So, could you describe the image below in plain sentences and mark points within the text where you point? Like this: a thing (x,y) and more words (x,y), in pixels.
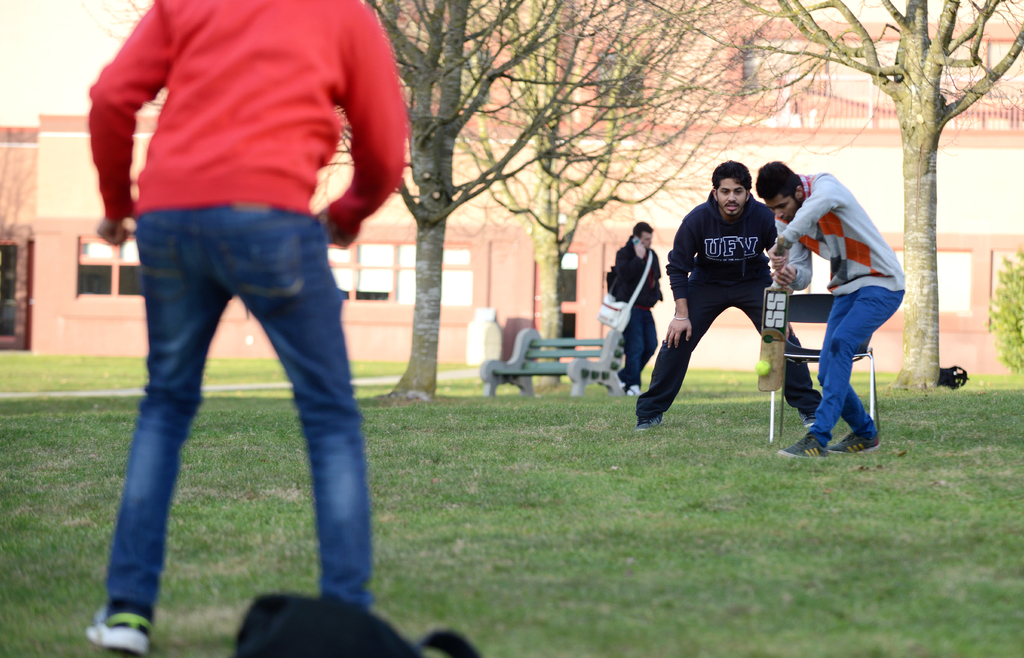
In the picture we can see a grass surface (570,623) on it, we can see some people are playing a cricket and behind them, we can see one man (613,290) is walking wearing a bag (608,302) and talking on the mobile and beside him we can see a bench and trees (452,161) and behind it we can see some buildings (476,219).
